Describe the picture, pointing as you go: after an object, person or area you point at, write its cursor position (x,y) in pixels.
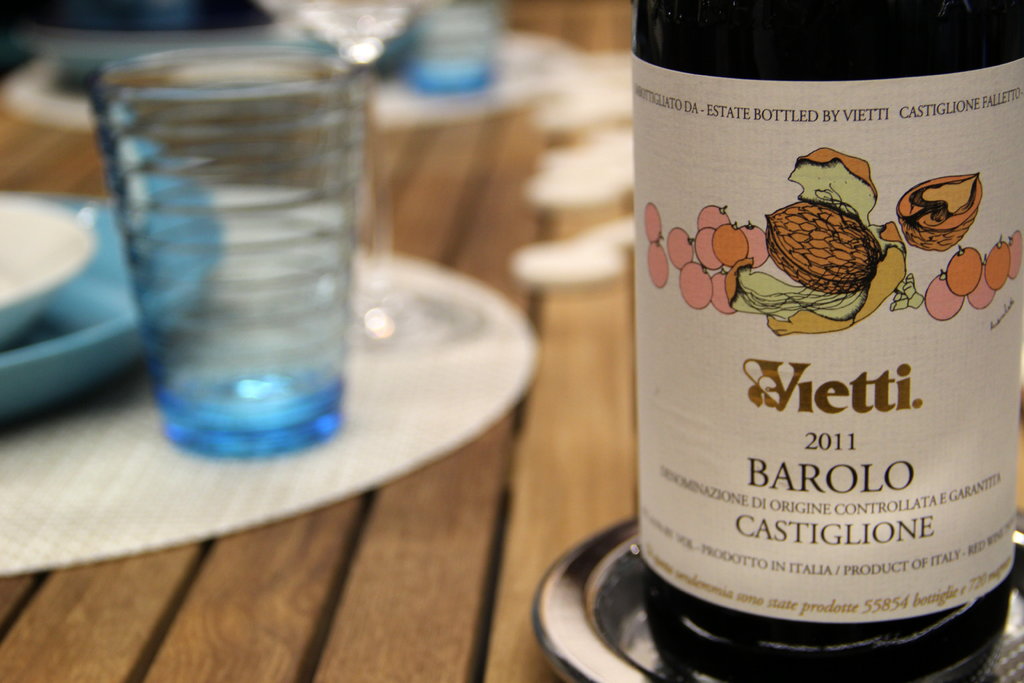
In this image I can see a bottle (971,363), a glass (190,409) and few plates (57,347).
